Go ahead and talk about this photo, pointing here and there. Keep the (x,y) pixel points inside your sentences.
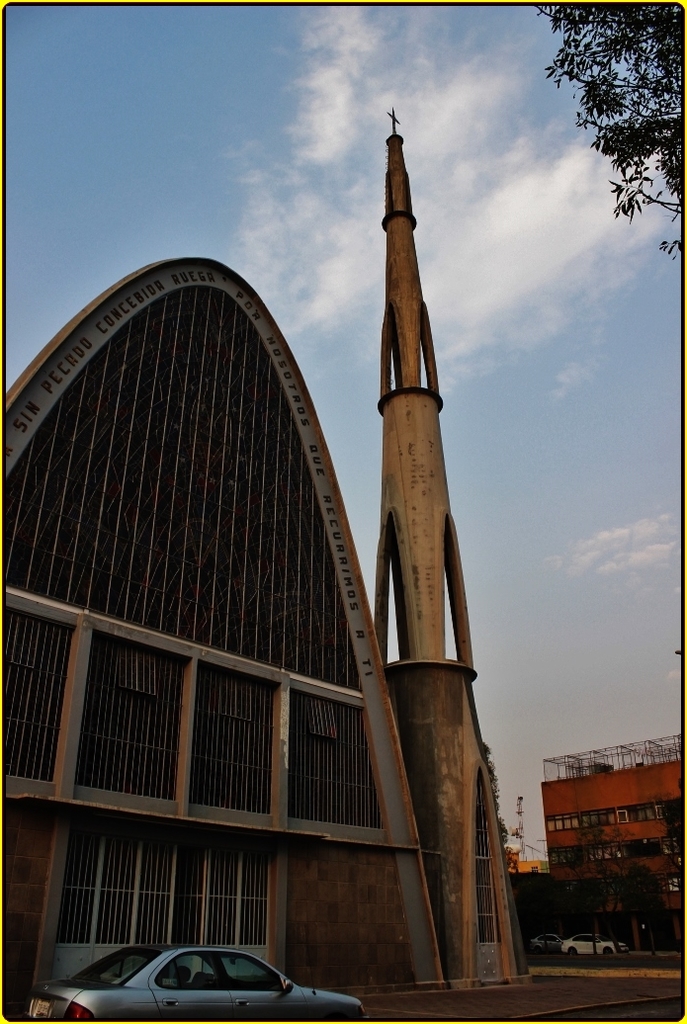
In this picture we can observe a tower (422,459) which is in cream color. Beside the tower (406,265) there is a wall (185,704). In front of the wall (125,492) there is a car (167,978) parked. On the right side (600,824) there is a building (587,835) and a tree (634,112). In the background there is a sky (571,383) with some clouds (487,275).
